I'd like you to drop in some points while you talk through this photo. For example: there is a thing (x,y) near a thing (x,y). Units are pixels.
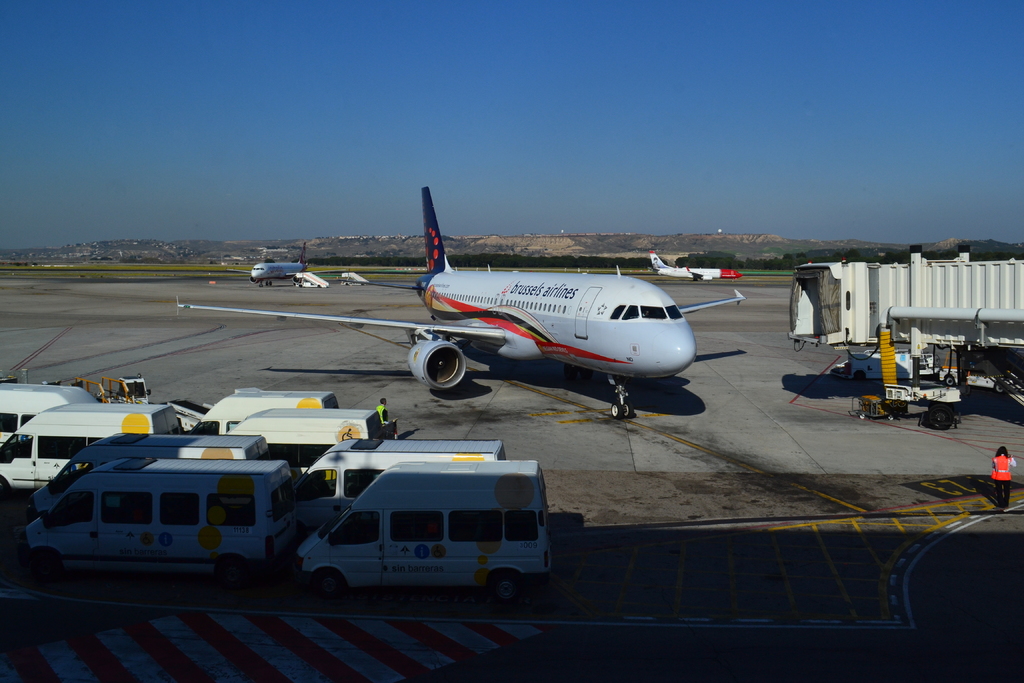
In this picture we can see trucks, airplanes (524,277), hills (384,254), trees (467,263), grass (377,274), ground (649,379), some persons (1002,473) are there. At the top of the image (683,87) we can see the sky (771,172). At the bottom of the image (746,595) ground (719,604) is there.
